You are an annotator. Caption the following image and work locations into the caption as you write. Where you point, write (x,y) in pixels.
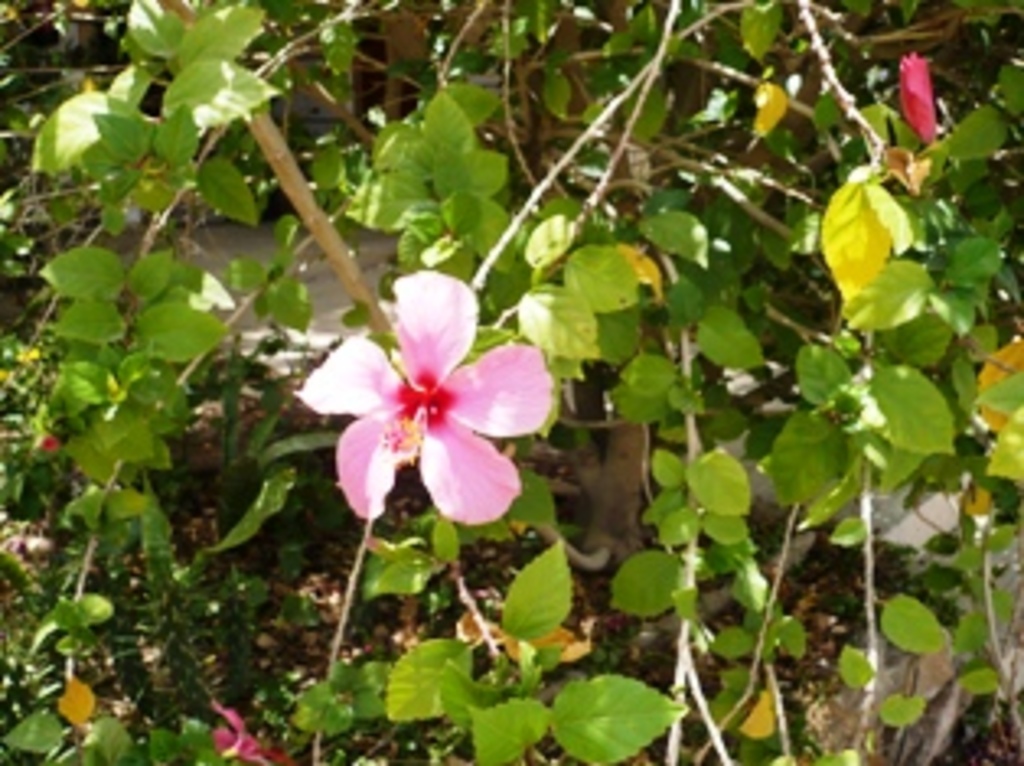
In the image we can see some flowers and plants (708,420).
